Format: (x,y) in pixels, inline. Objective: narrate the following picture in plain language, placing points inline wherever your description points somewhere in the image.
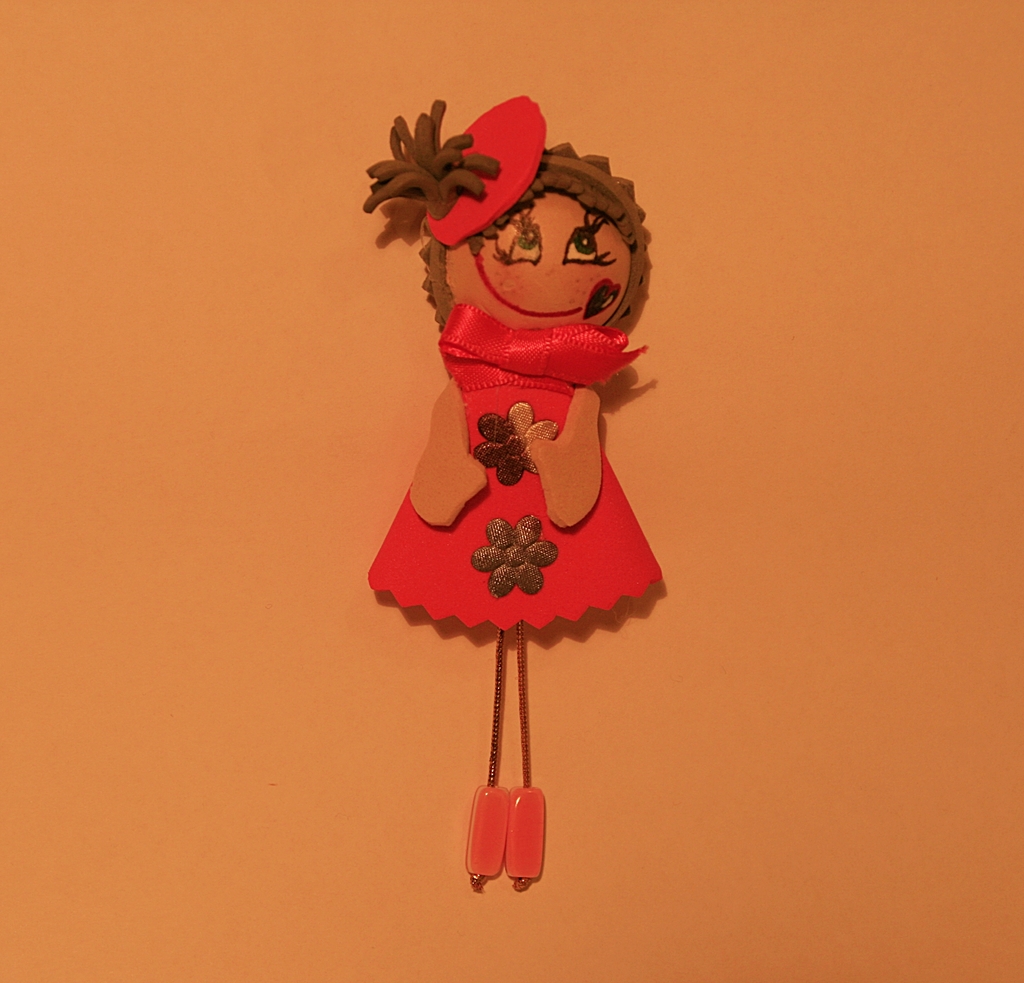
There is a toy sticker (545,528) is attached to the wall (348,409) which is in the middle of this image (459,594).
